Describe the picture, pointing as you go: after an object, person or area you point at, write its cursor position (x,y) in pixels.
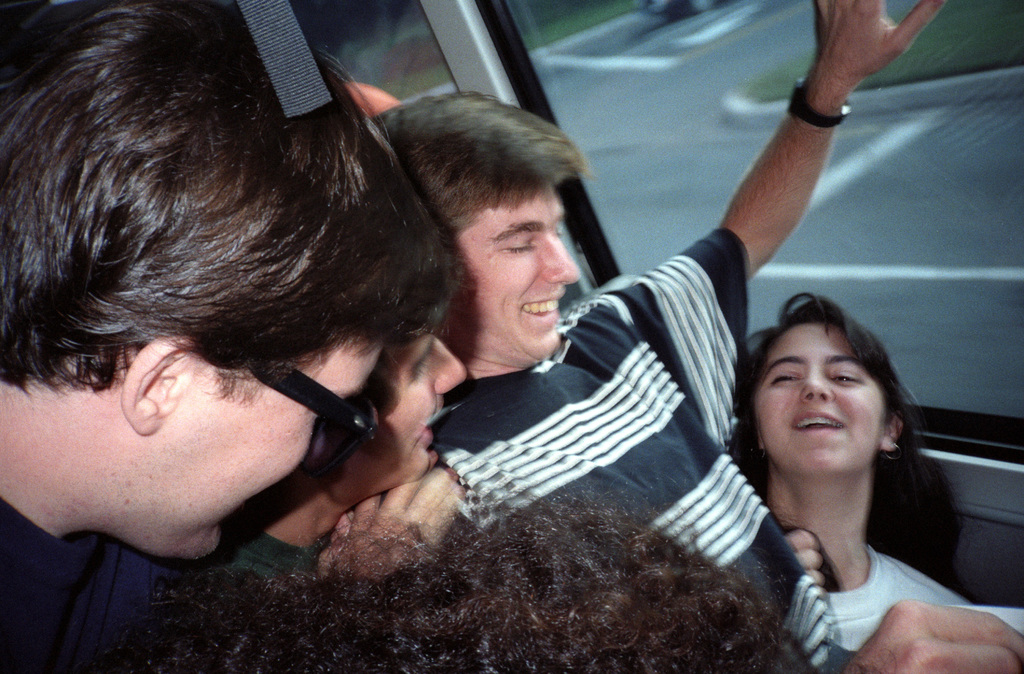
In this image there are some persons (628,422) in the bottom of this image (552,597). There is a glass window (684,112) on the right side of this image (843,203).
